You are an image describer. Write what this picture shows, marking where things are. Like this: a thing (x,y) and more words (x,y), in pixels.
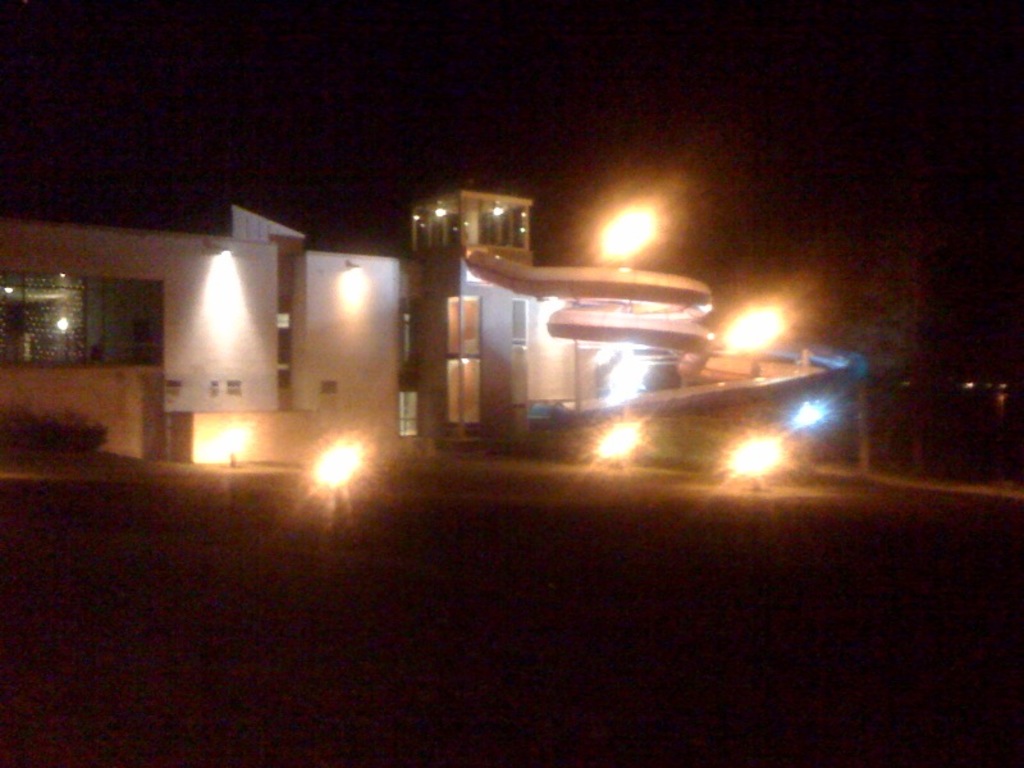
In this image we can see a building (523,299) with glass windows (60,320), lights (633,391) and other objects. At the top (716,151) and bottom of the image (635,575) there is a dark view.
